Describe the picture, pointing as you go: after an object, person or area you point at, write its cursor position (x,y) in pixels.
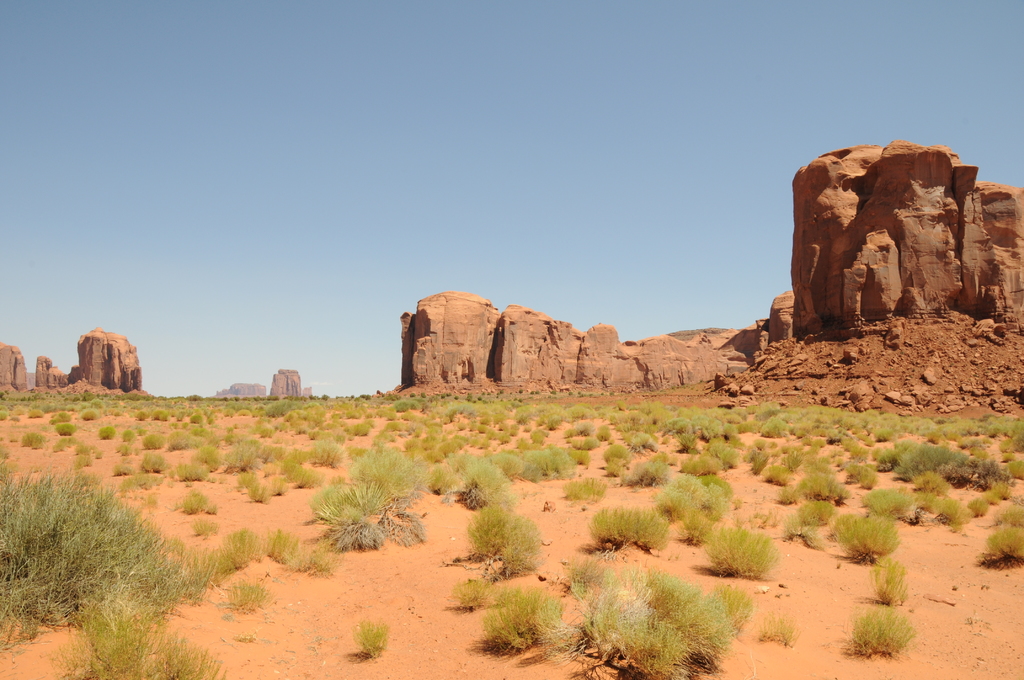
In this image I can see an open ground (949,653) and on it I can see number of plants (494,466). In the background (615,359) I can see number of rocks (450,346) and the sky (346,103).
